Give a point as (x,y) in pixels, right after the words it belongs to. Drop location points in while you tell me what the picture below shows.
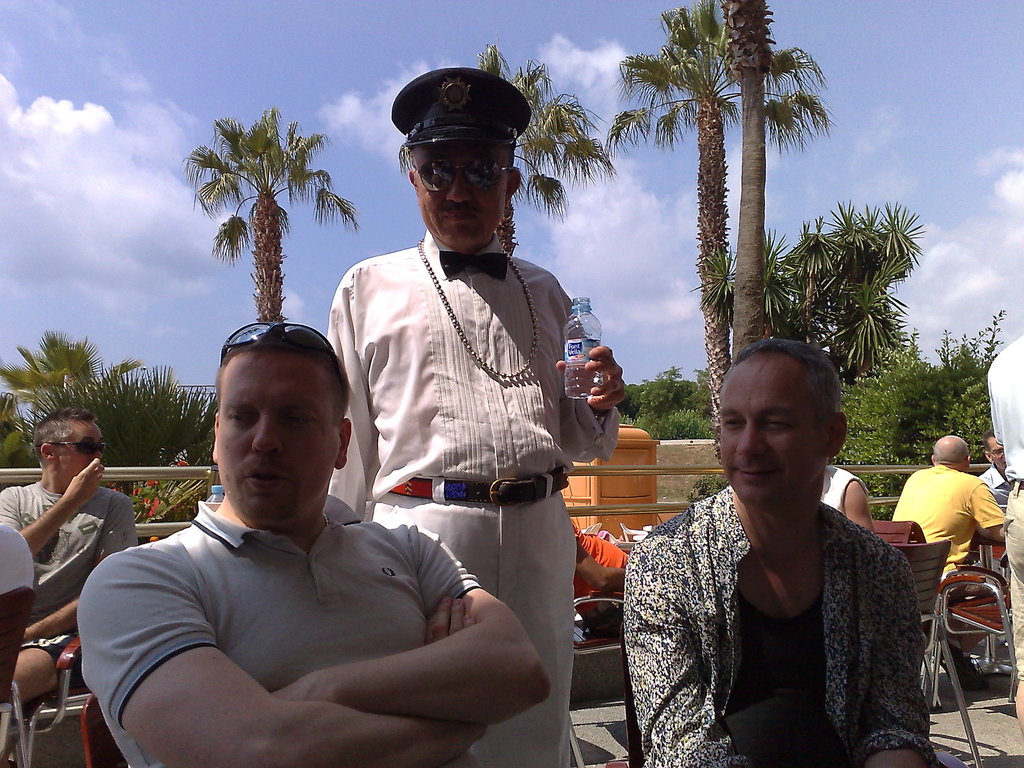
In this picture there are people (632,564), among them few people (210,614) sitting on chairs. In the background of the image (148,407) we can see plants (180,407), trees (892,330) and sky (831,148).
